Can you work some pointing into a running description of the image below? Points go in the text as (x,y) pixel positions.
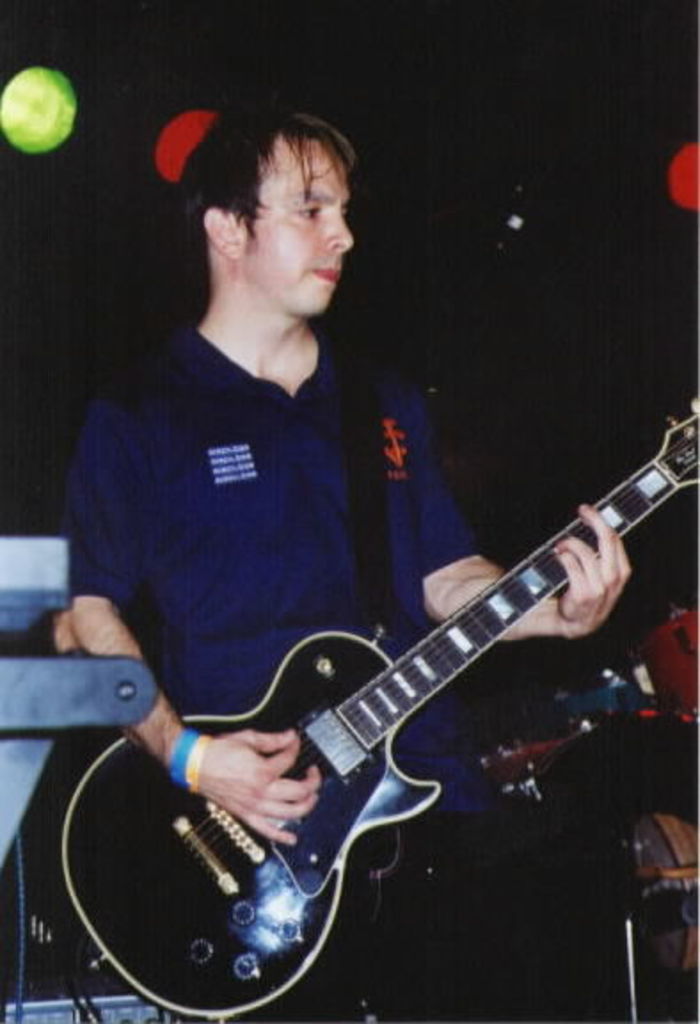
In this image, There is a person (259,589) standing and holding a music instrument (186,884) which is in black color, In the background (413,354) there is a black color backdrop (520,140).
